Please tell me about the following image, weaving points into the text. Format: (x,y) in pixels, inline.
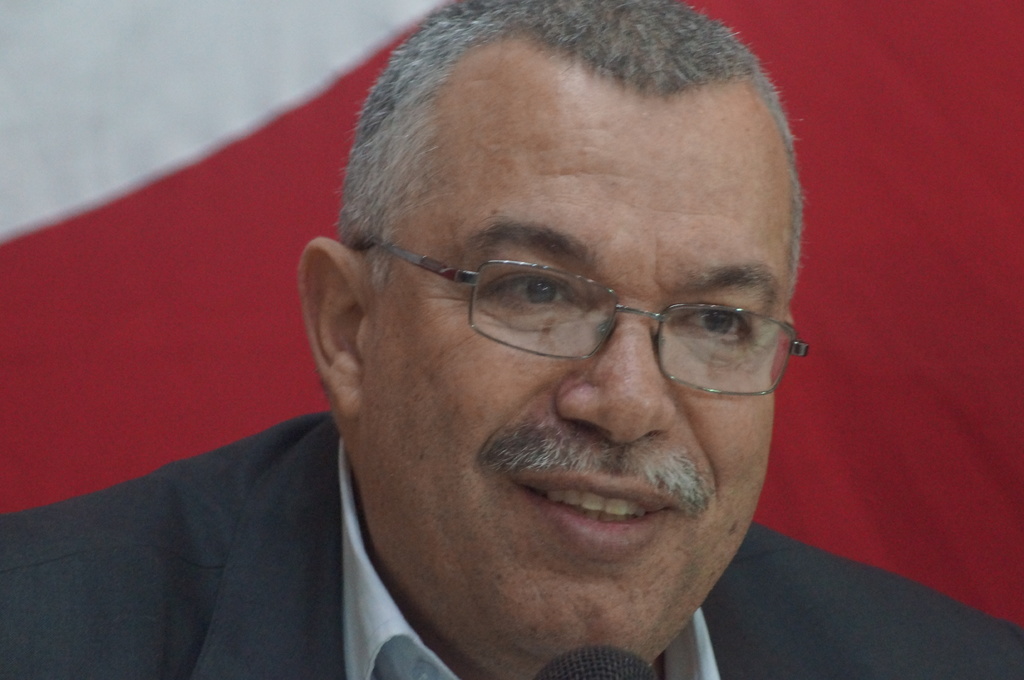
In this image, we can see a man (554,369) wearing glasses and in the background (149,88), there is cloth (186,402). At the bottom (595,661), there is mic (595,663).
